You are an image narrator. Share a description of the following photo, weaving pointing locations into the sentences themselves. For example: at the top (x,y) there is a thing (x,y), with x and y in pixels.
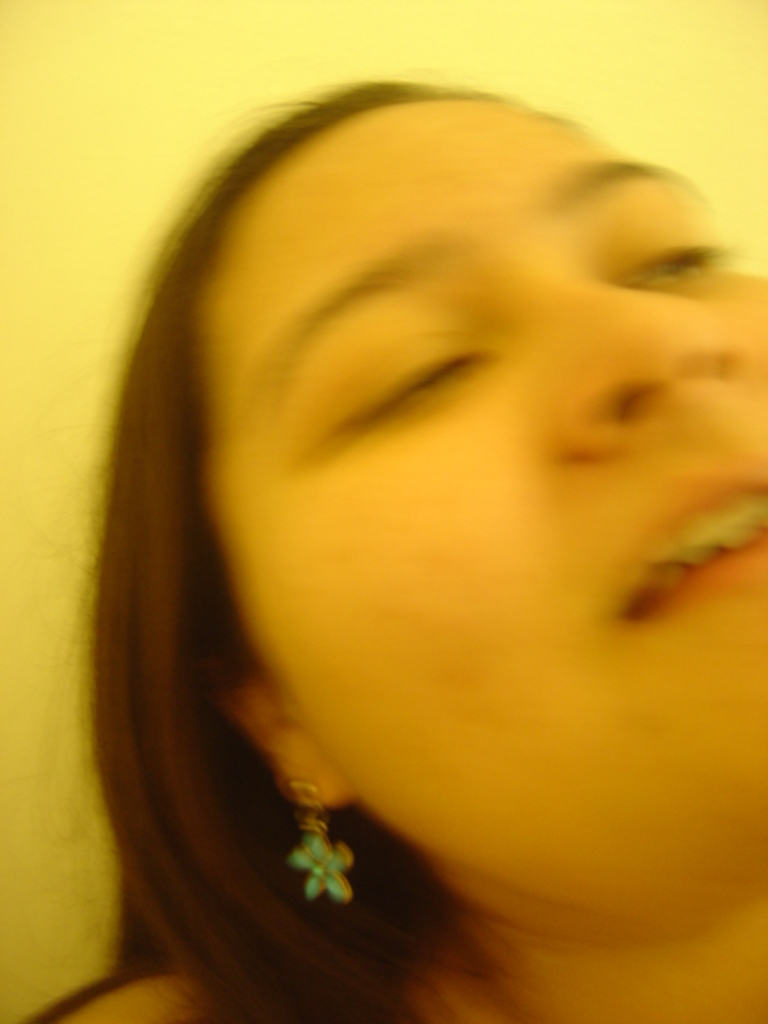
In this image, I can see a woman (743,358) and I can see black hair (139,687).
